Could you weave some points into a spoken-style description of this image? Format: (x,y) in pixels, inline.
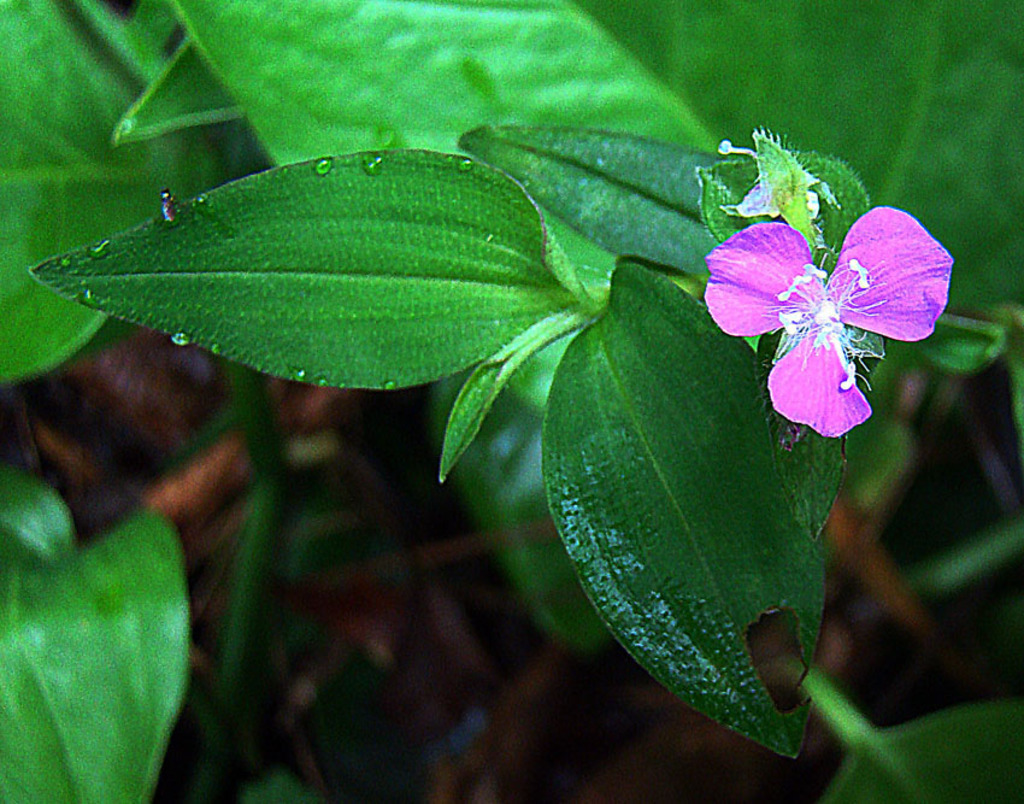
In this image we can see a flower (739,281) and leaves (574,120). In the background of the image (437,97) there are some branches (256,545), leaves (122,600) and other objects (204,550).
